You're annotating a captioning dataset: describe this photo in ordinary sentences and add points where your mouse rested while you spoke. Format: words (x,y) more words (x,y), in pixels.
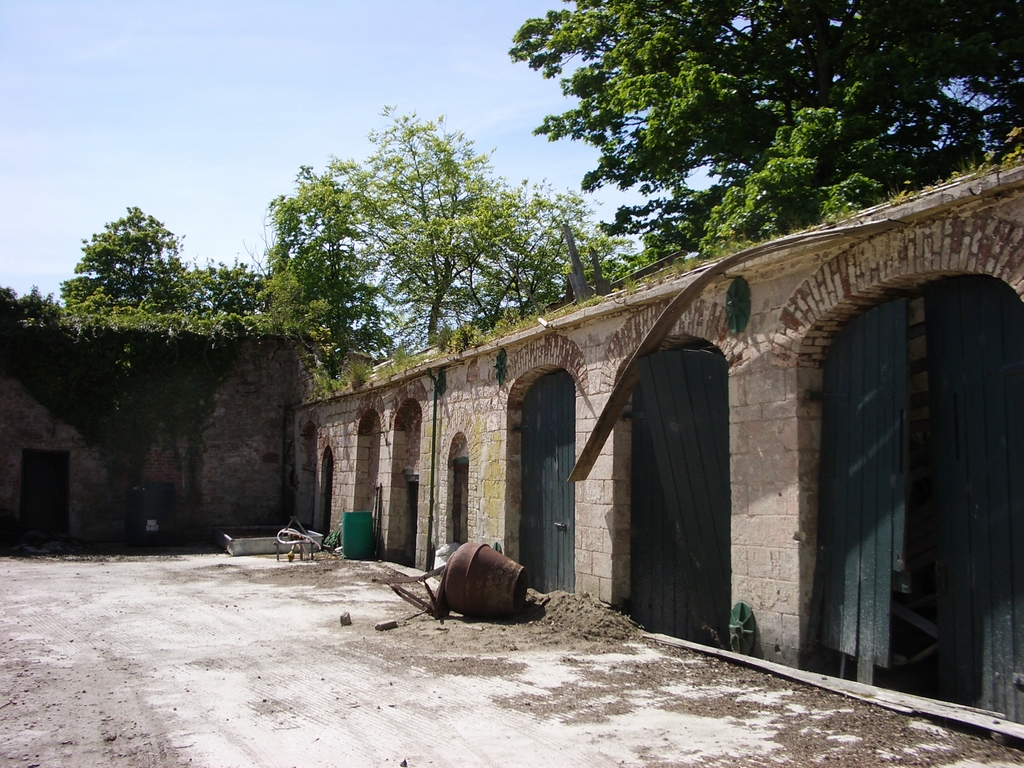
In this image we can see some containers (485,590) placed on the ground (384,612). In the center of the image (462,454) we can see the building (655,440) with doors (416,501) and some pipe (432,464), we can also see some plants (489,334) and group of trees (948,101). At the top of the image (196,17) we can see the sky (156,139).
